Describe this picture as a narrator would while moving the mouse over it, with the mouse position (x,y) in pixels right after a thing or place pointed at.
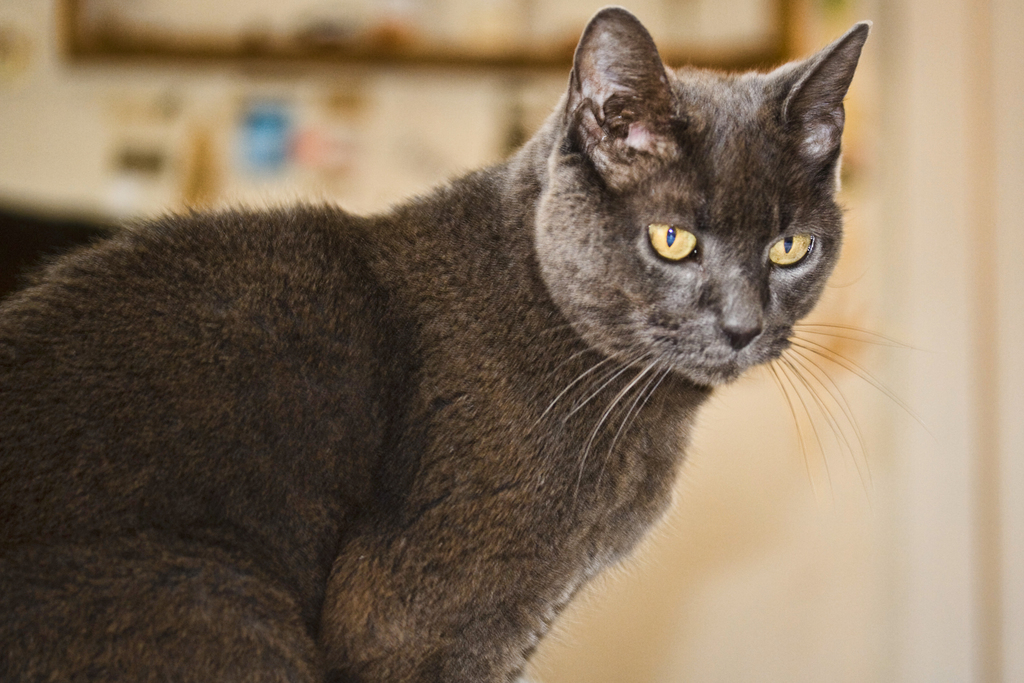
In this image, we can see a cat (409,441). Background (444,27) there is a blur view.
